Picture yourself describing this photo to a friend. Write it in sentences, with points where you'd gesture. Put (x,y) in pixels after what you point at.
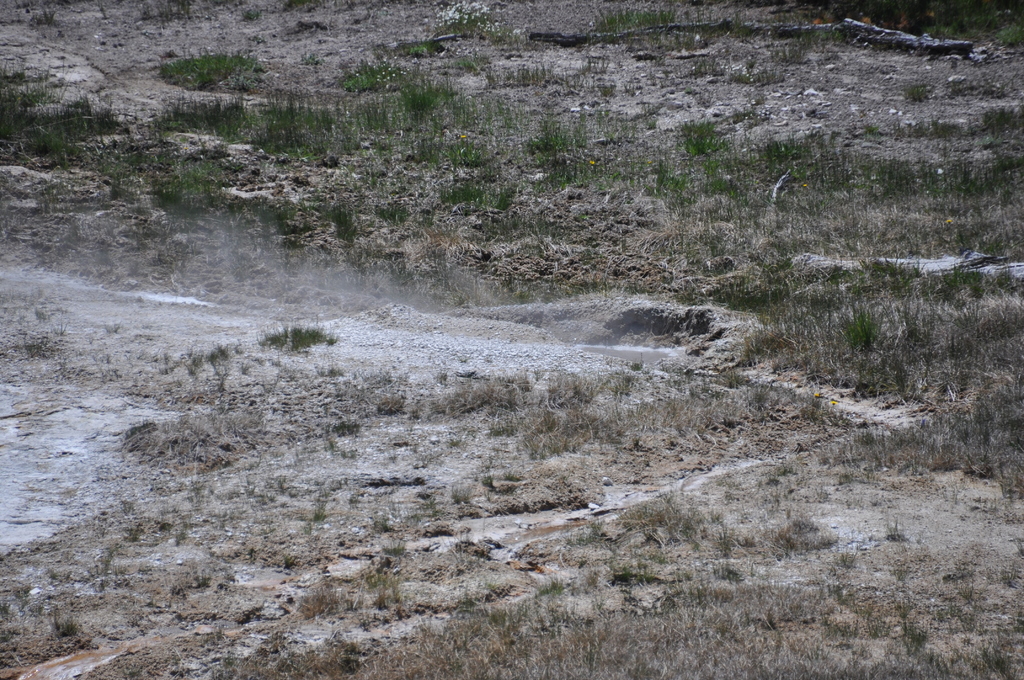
In this image we can see some grass (700,220) on the land (517,335).
